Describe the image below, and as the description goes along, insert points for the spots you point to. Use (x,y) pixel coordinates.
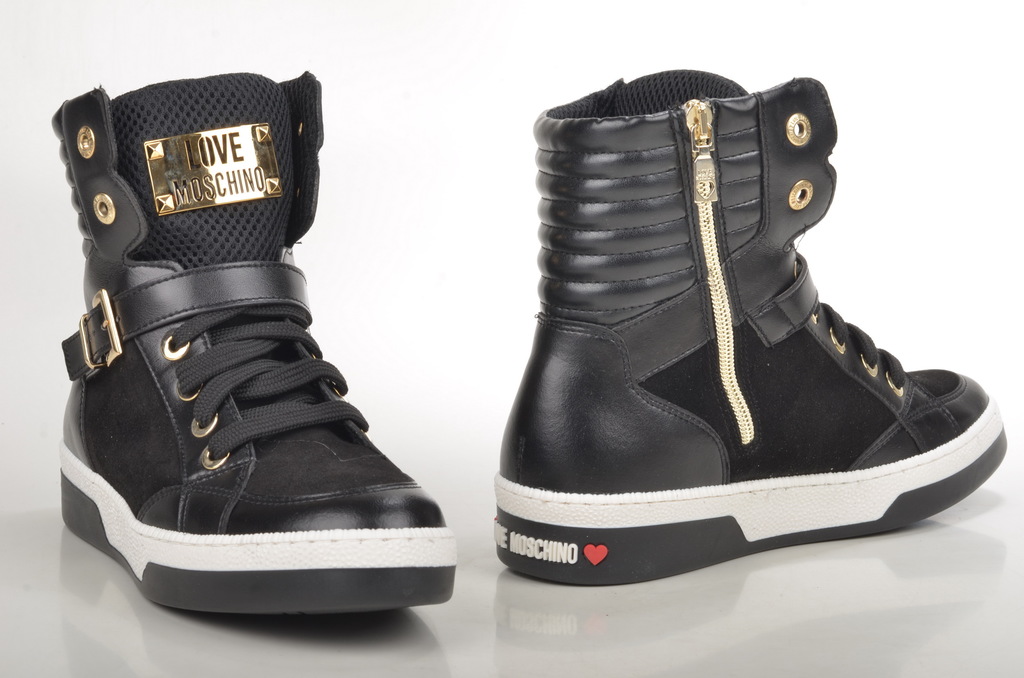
In this image pair of boots (534,352) are on the floor (683,606). Background (375,44) is in white color. There is some text (200,179) on the boot (200,179) which is on the left side of the image (191,216).
